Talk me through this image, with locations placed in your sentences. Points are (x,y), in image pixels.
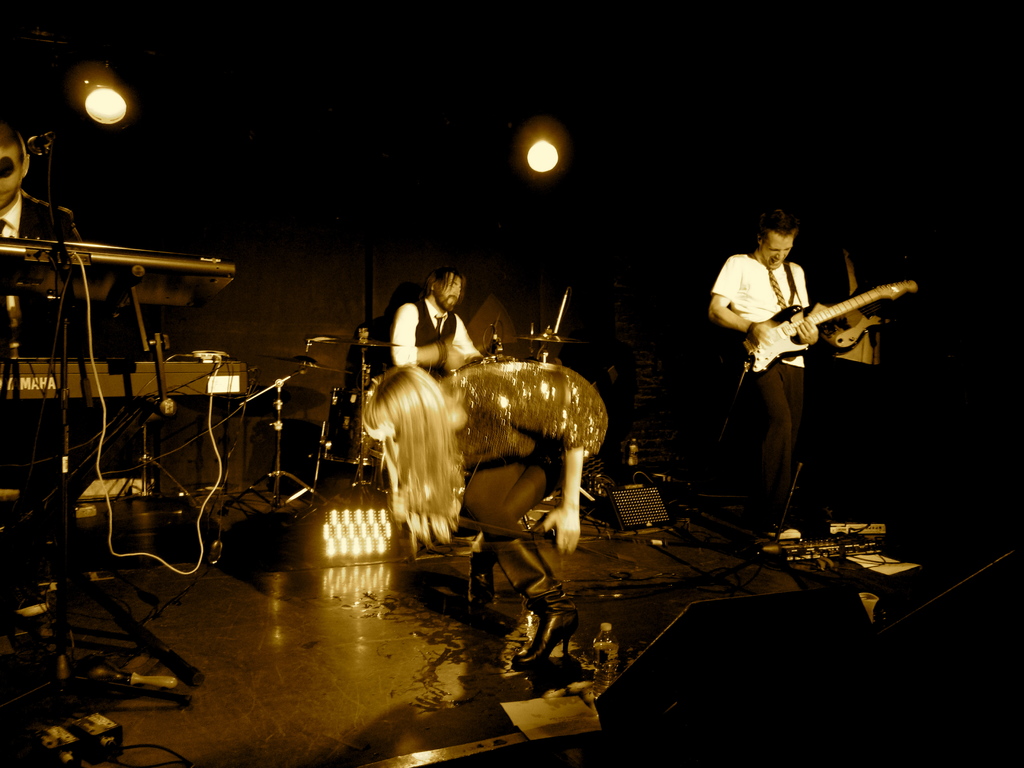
This picture is clicked in musical concert. Man (755,261) in white shirt (769,312) is holding guitar (744,350) in his hand (758,334) and he is playing it and he is even singing. Behind him, man (433,314) in black and white shirt (457,340) is playing drums (497,355). In front of him, we see woman (520,416) in shiny top (514,394) is bending and on the left corner of the picture (38,226), man (27,234) in black blazer (70,240) is playing keyboard (144,387).
